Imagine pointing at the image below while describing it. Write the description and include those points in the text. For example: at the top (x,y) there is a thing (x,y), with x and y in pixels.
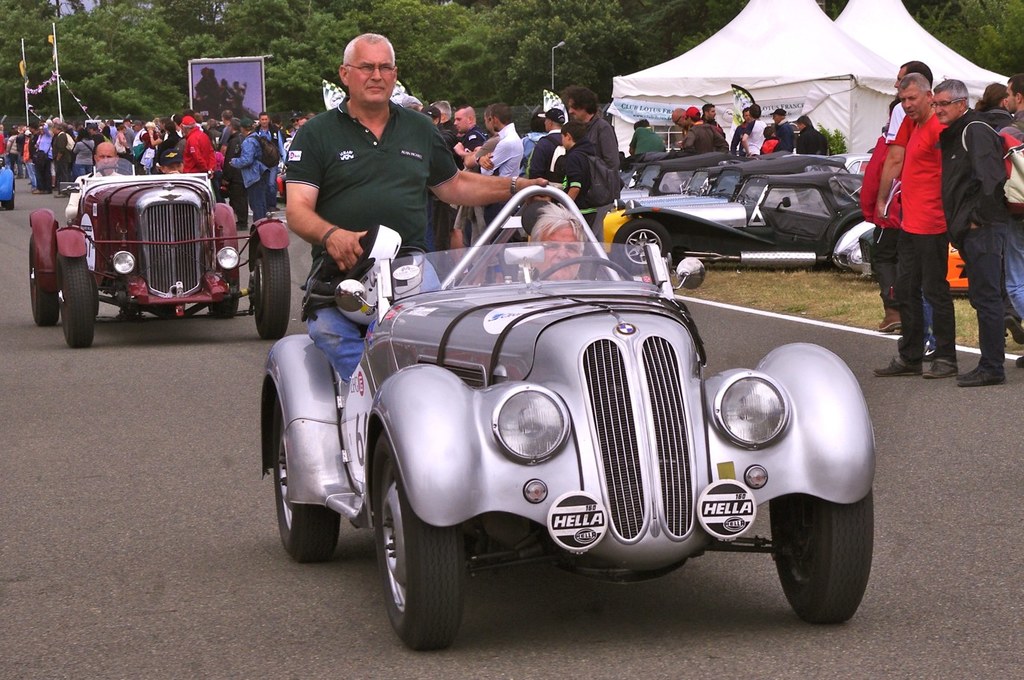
In the image there is a man (364,196) on the car (473,404) and on the backside (171,255) there is another car (169,241) and at side there are many people (919,176) looking at cars (661,445) on the road (214,464).
